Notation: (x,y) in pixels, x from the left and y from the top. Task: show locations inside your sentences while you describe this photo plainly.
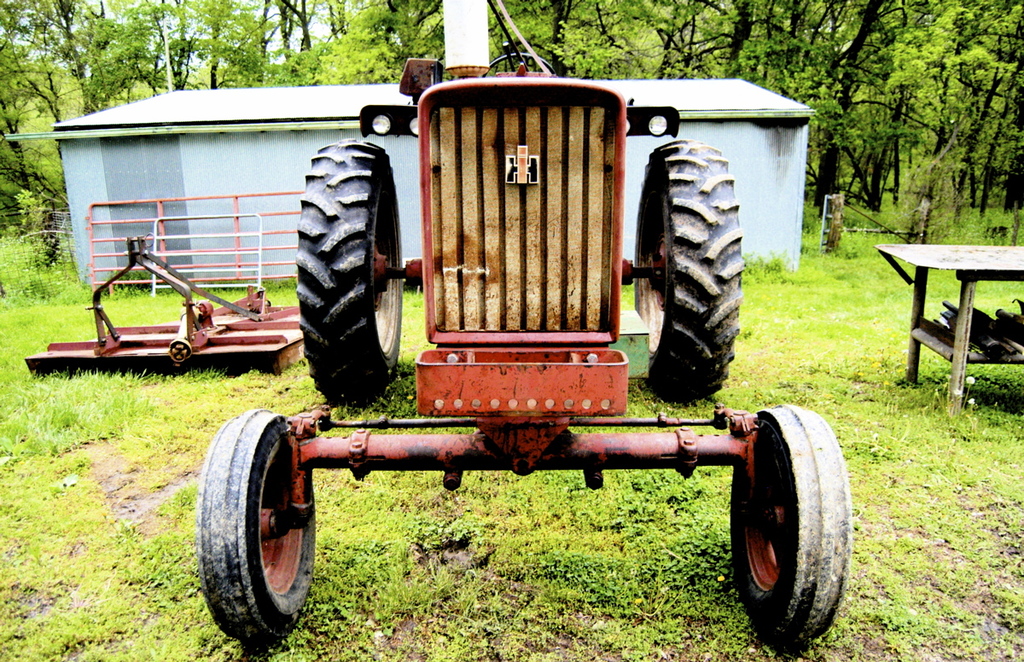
In this image I can see a vehicle (635,421). At the right (952,256) there is a table (925,344). In the background (188,136) there is shed (224,147) and there are some trees (334,64).
